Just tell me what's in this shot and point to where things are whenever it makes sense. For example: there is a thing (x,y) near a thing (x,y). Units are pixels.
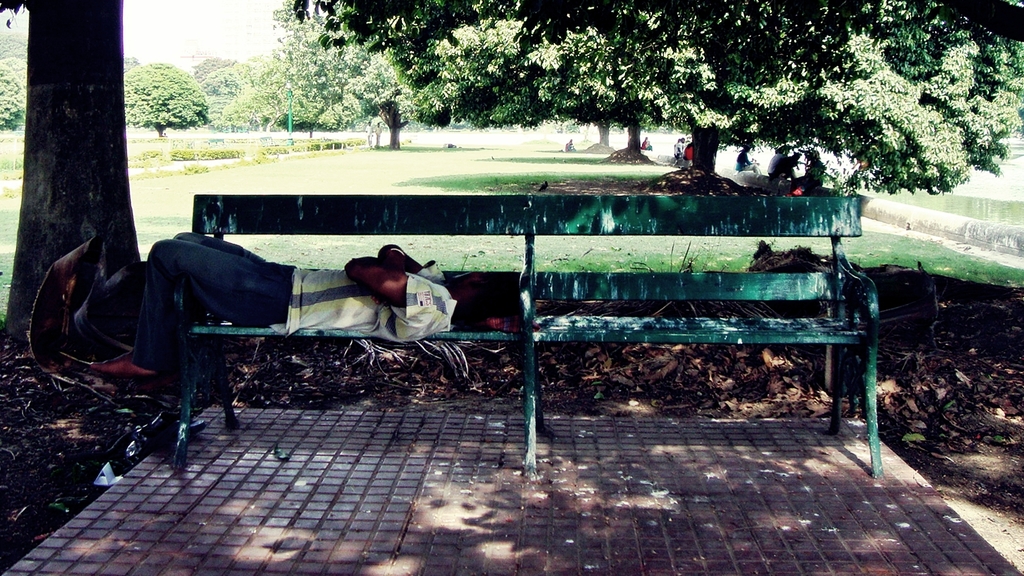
In this image there is a bench (754,342) on that a man (330,289) is sleeping and there is a tree (837,114) and there is a grass (506,183) and some trees (454,60).
